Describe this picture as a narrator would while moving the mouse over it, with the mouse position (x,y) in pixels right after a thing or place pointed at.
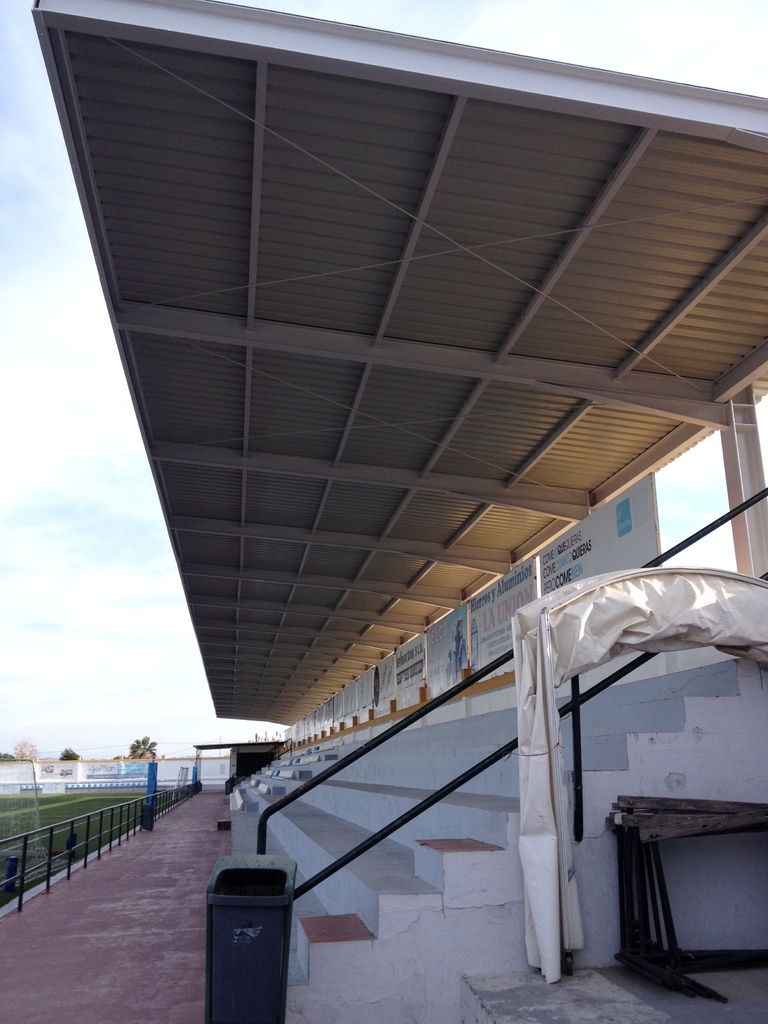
In this picture we can see the audience sitting area (252,434) made from iron shed frame (398,434) and down we can see some step (310,833). Beside we can see black color dustbin (224,909). In the front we can see some fencing grill (79,815) and a grass field (30,813).
